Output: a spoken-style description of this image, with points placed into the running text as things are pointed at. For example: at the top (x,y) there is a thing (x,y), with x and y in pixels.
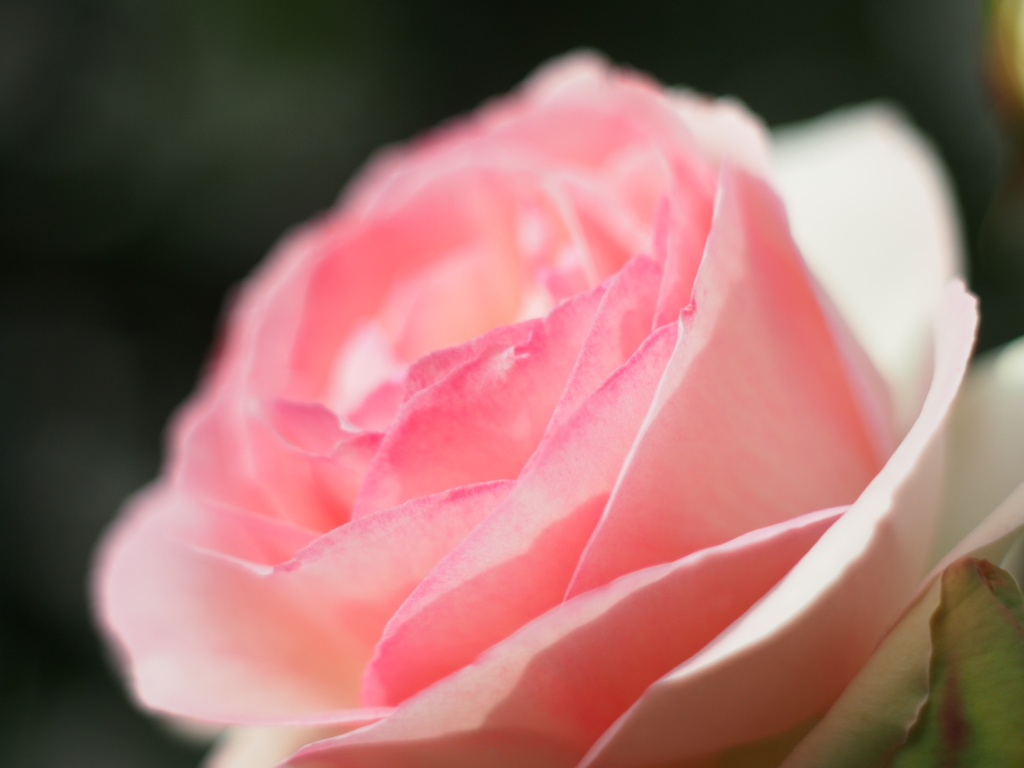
In this picture we can see a rose flower (501,505) which is in pink color.
